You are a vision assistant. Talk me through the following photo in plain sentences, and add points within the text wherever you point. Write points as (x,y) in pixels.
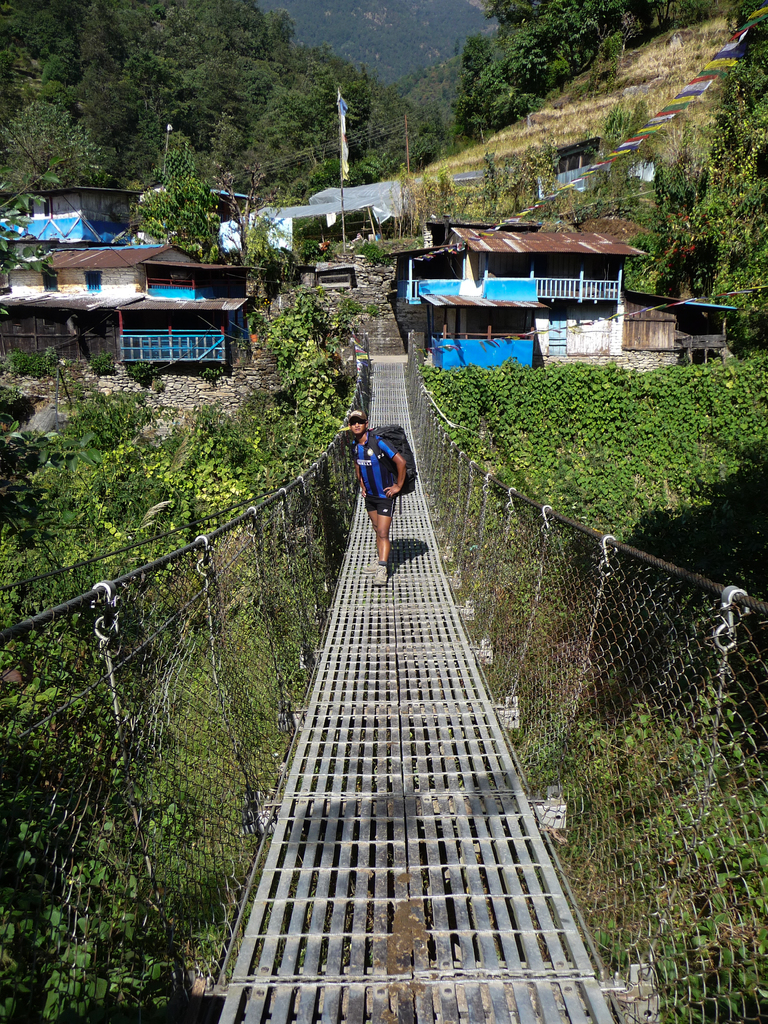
In the middle of this image (321,508), there is a bridge (474,484) having fences (213,737) on both sides and there is a person (383,566) standing on this bridge (368,527). In the background (572,292), there are buildings (607,268) having roofs (493,224), there are trees (83,62), plants (754,367) and a mountain (391,54).
